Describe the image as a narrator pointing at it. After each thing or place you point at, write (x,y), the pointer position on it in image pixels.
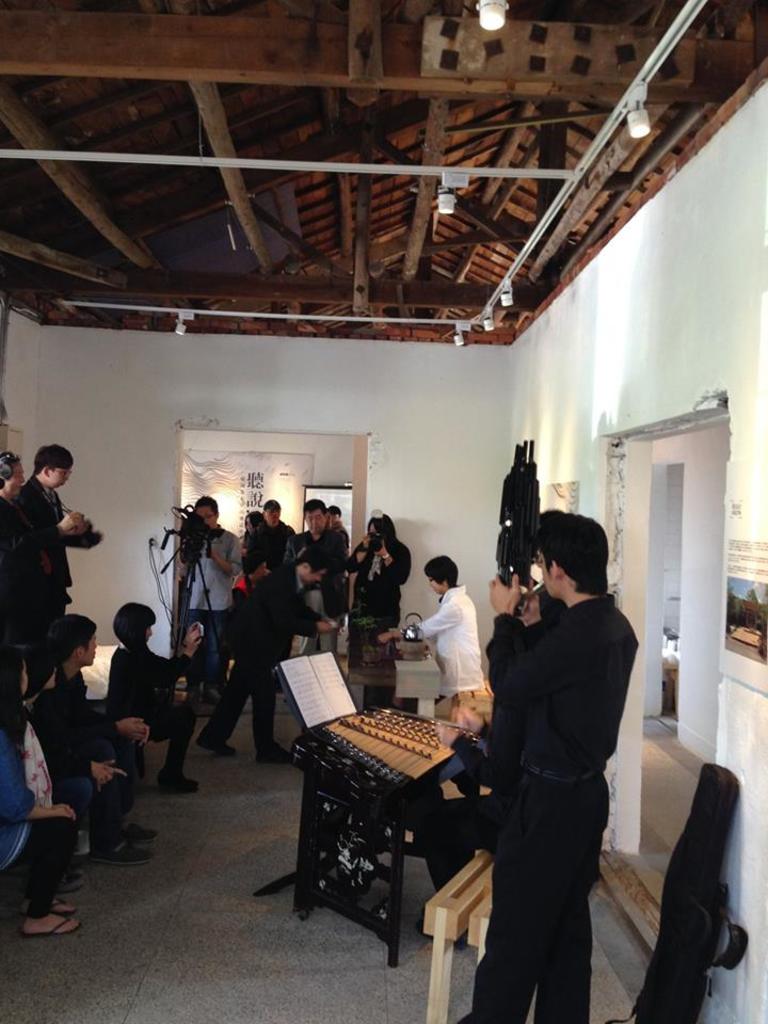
In this picture I can see that there are some people (96,743) sitting on the left (37,792) and there are some people (292,533) standing here and there some lights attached to the ceiling (345,223).
